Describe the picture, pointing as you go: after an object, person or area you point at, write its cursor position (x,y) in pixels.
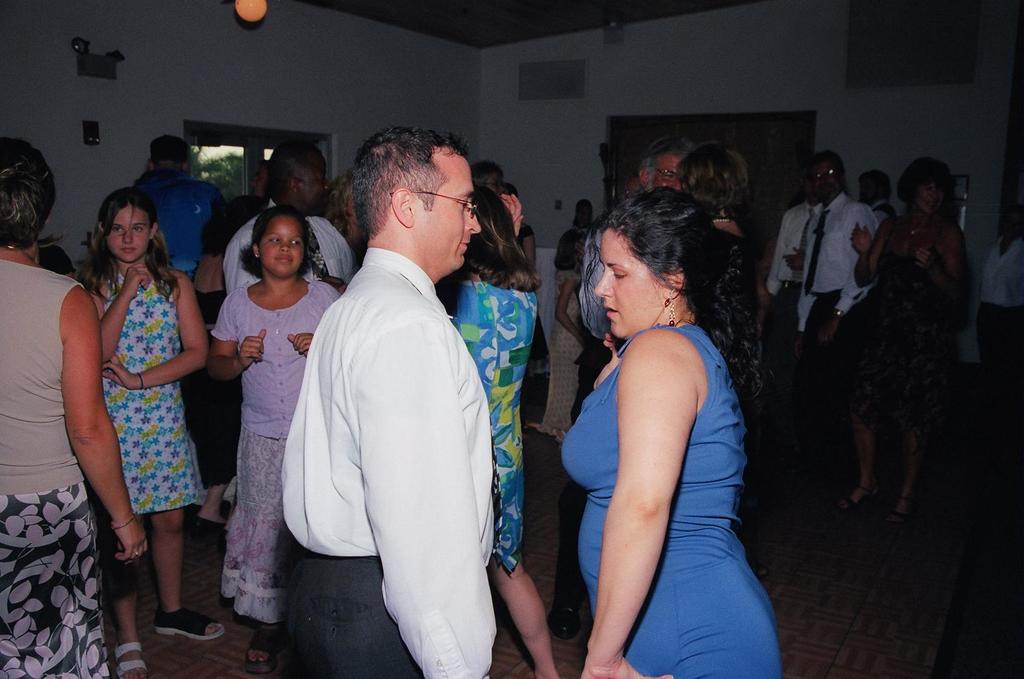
In the middle of the image (359,432) few people (303,193) are standing. Behind them there is a wall (660,43). Top of the image (478,43) there is roof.
